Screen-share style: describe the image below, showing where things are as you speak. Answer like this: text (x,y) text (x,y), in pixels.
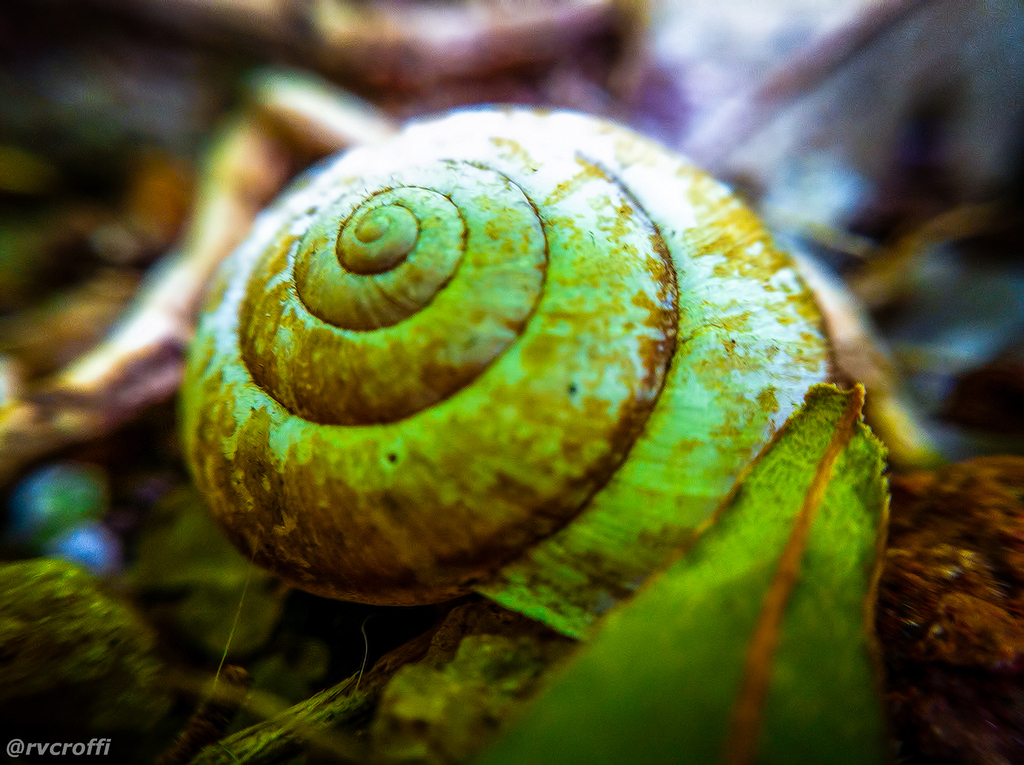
In the picture I can see a snail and a leaf (853,656) here and the surroundings of the image are blurred. Here I can see the watermark (76,753) on the bottom left side of the image (99,748).
